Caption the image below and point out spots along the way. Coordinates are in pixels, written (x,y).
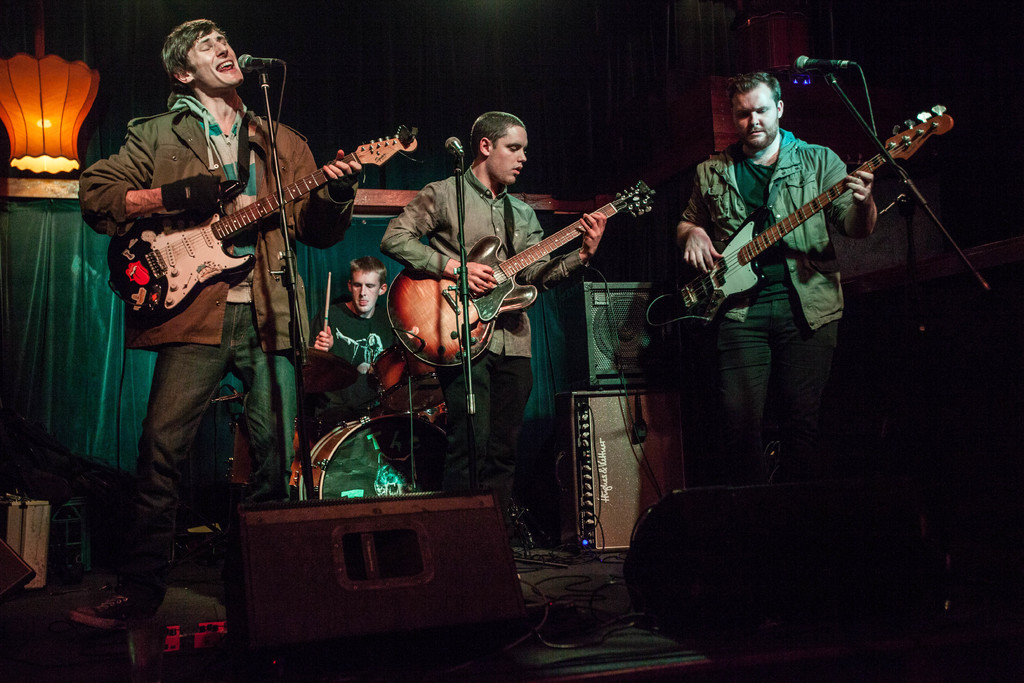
There are four people (510,245) on the stage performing by singing on mic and playing musical instruments (922,137). In the background (61,112) there is a light (77,90) and a banner (76,235).
